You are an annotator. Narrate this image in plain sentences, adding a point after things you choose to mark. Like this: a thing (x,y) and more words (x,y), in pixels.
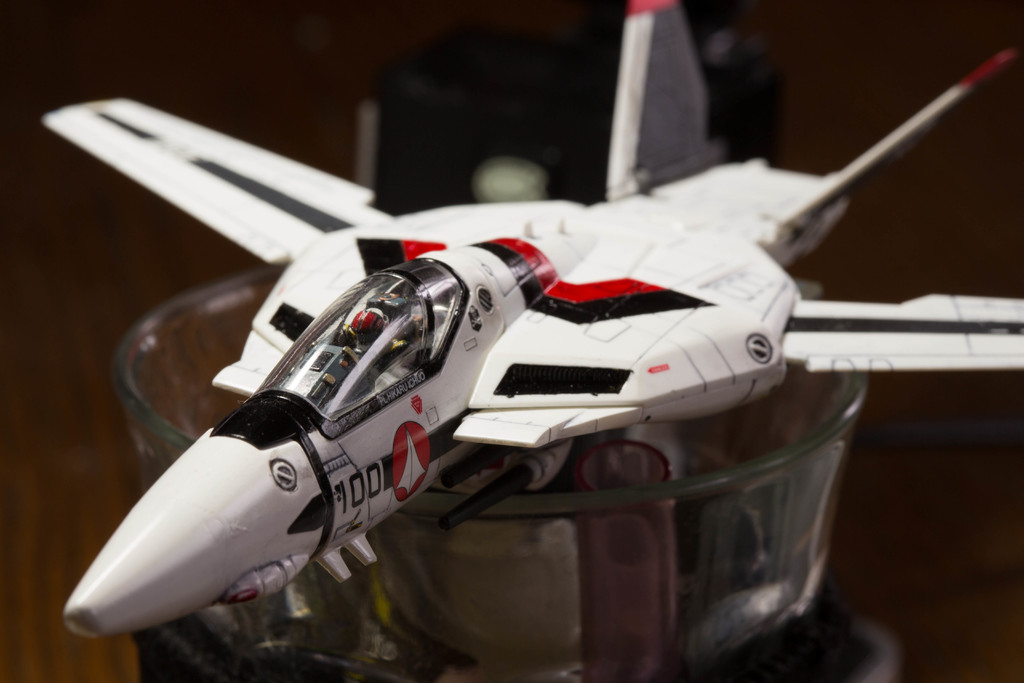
In this image in the center (499,337) there is one toy airplane (480,426), and at the bottom (618,533) there is bowl (756,475). And at the bottom (87,477) it looks like a wooden table (913,457), in the background (544,120) there is some object (480,122).
